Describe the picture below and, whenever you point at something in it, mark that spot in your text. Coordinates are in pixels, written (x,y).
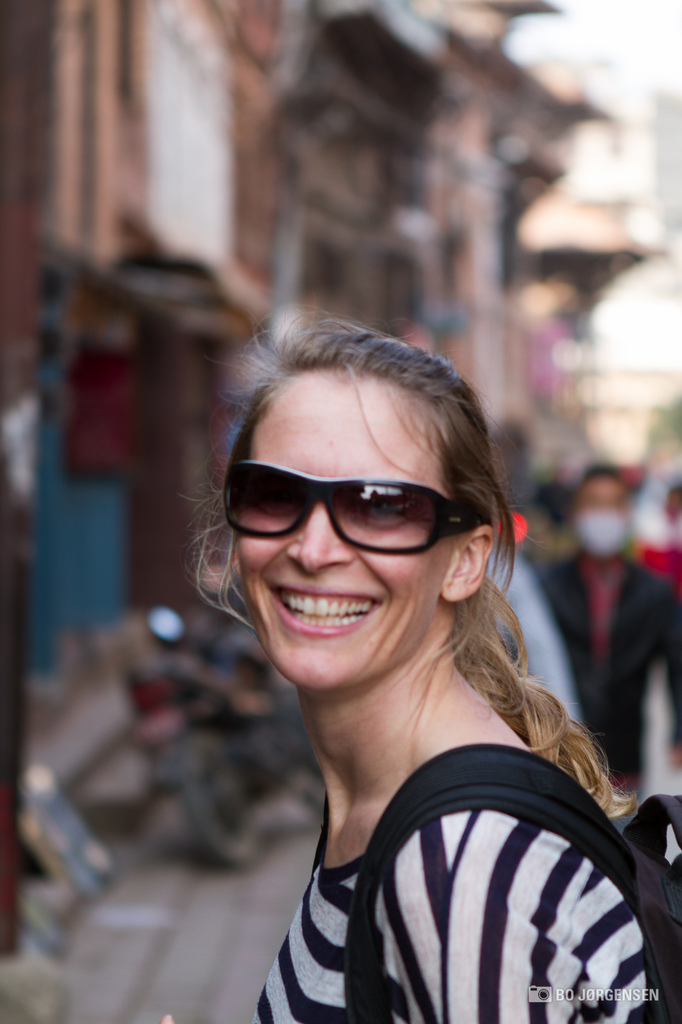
In the center of the image (283,469) there is a woman (370,677) wearing spectacles (265,513) and bag (585,847). In the background (356,108) we can see vehicle (182,767), buildings (86,487), persons (598,600) and sky (598,21).
